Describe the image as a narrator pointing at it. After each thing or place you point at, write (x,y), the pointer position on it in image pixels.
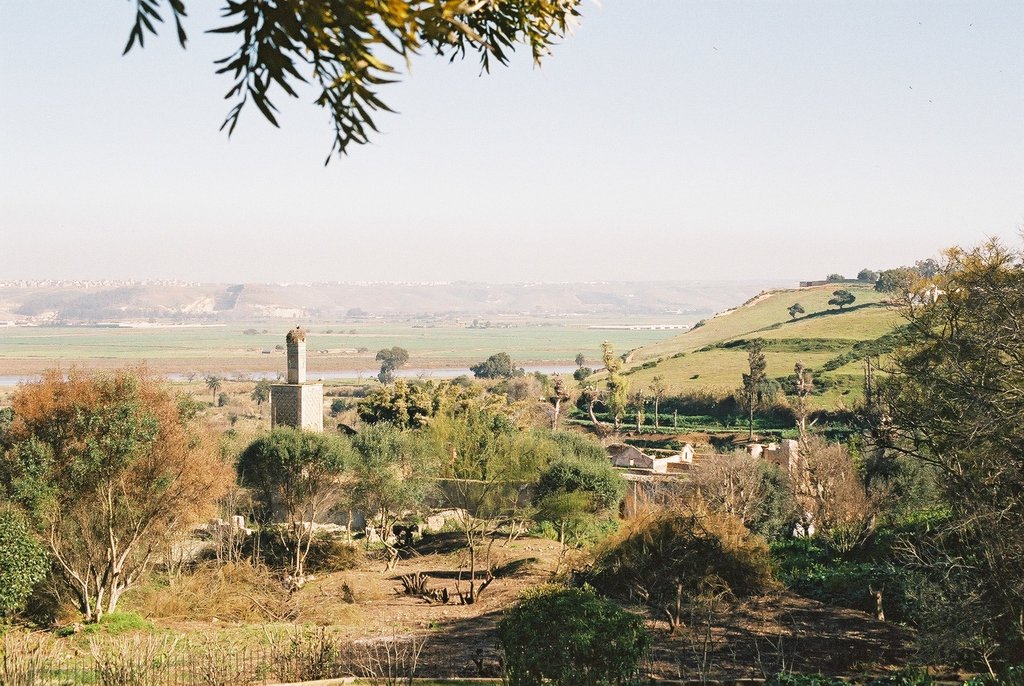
In this image we can see group of buildings (633,463) placed on the ground (249,398). In the background (832,345) we can see group of trees (543,513), mountains (826,331) and sky (753,197).
